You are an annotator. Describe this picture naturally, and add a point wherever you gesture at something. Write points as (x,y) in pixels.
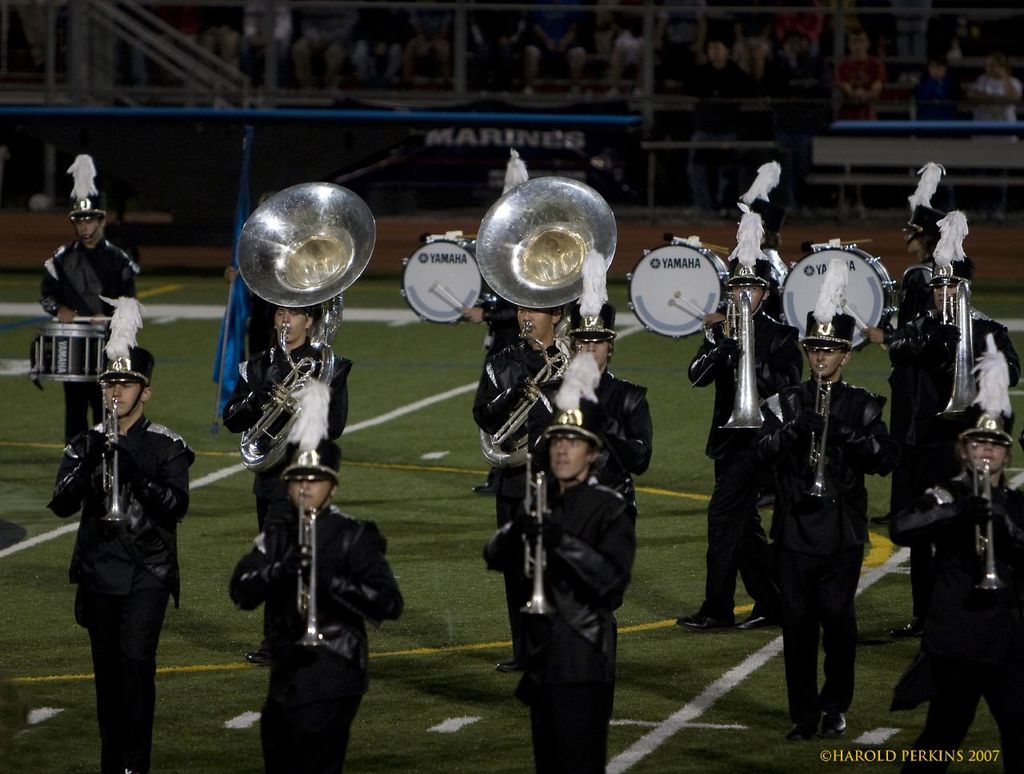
In this image, there are persons (46,299) in uniform (1013,566), playing musical instruments (990,577) on the ground (1008,257), on which there are yellow and white color lines (450,650) and there is grass (499,746). On the bottom right (982,753), there is a watermark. In the background (985,194), there is a fence (159,28), there are persons (579,28) and other objects (79,69).
